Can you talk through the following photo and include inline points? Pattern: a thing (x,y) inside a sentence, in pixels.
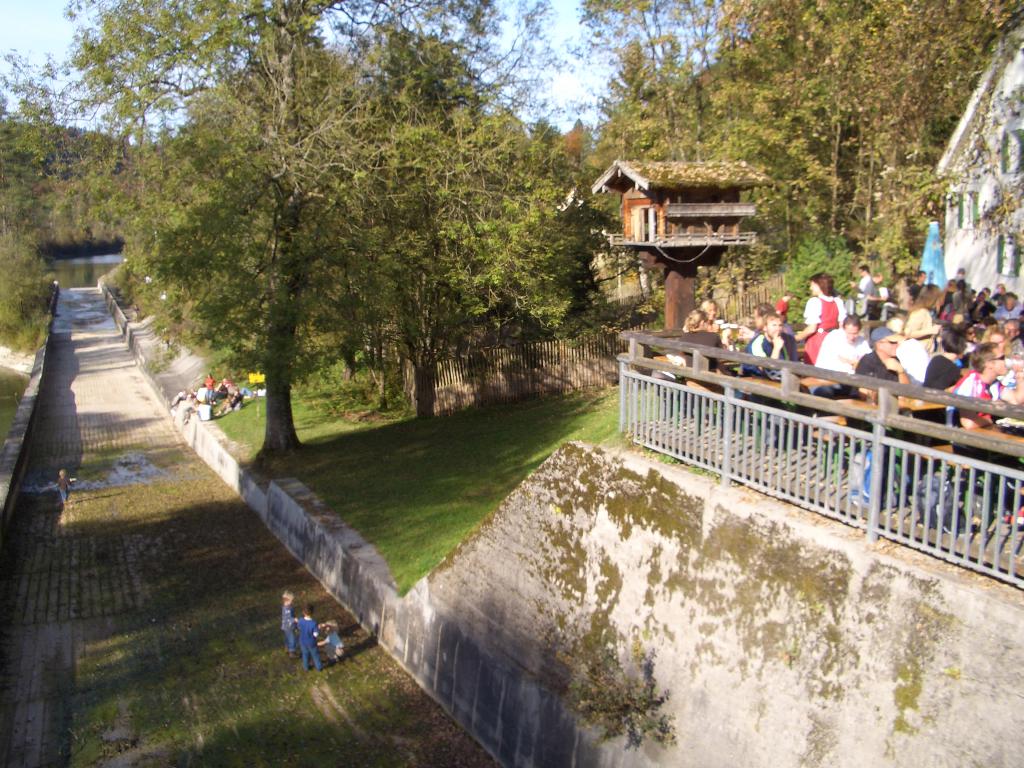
In this picture I can see group of people (1006,364), houses (687,276), fence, trees (950,78), water (71,263), grass (292,730), and in the background (679,6) there is sky (37,24).
